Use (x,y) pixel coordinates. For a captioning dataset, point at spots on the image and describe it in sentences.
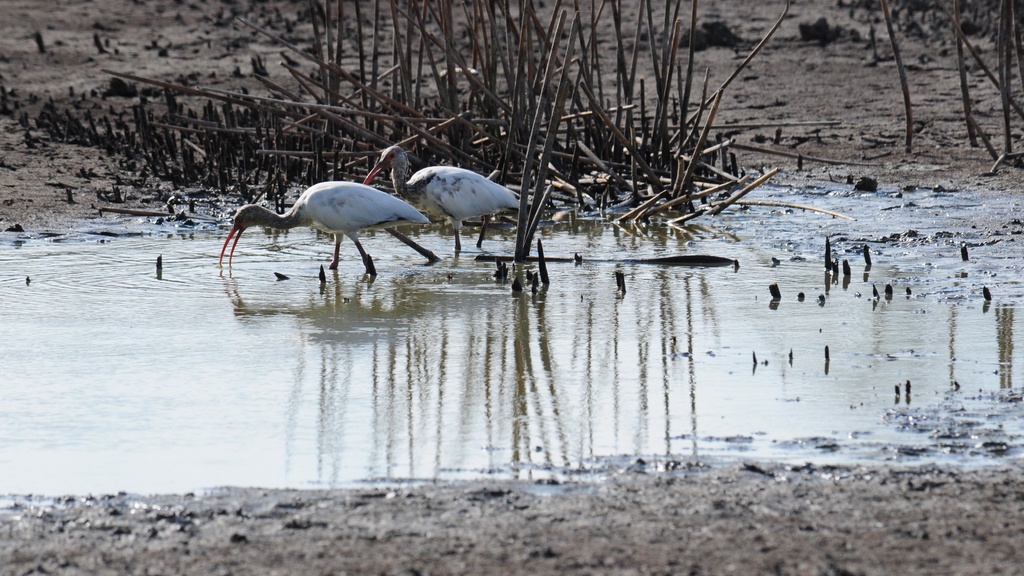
In the center of the image (398,206) we can see ibises (446,191). At the bottom (369,396) there is water (645,372). In the background (610,122) there are sticks (603,112).
